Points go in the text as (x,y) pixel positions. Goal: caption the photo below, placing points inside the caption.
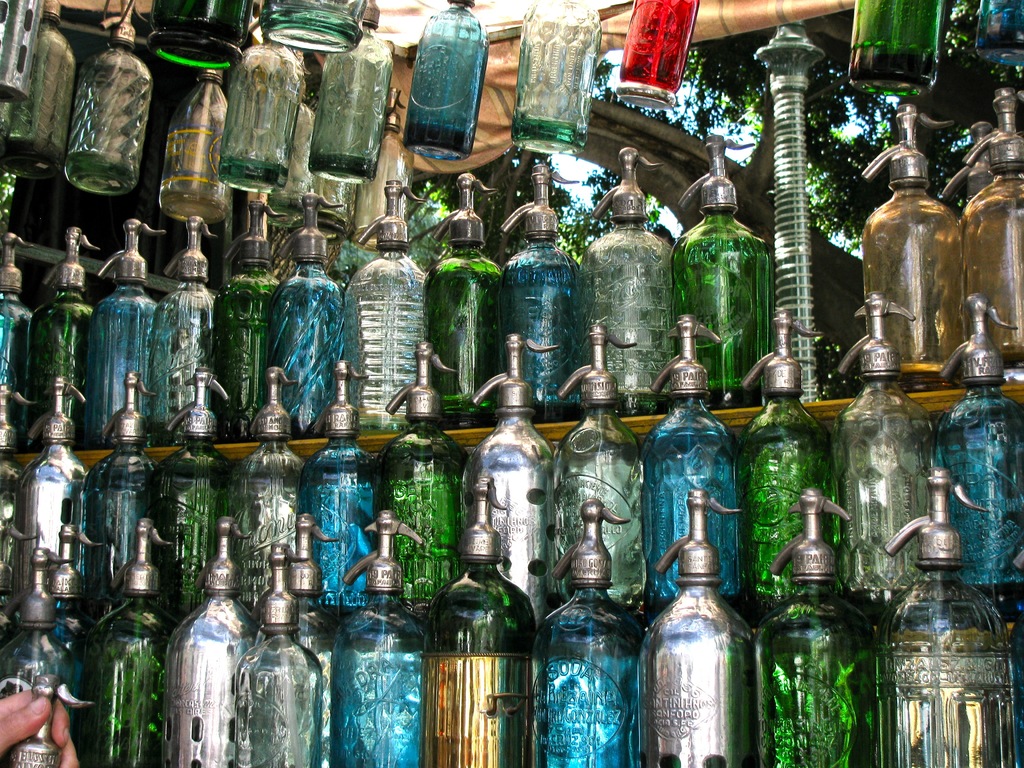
In this image I can see number of bottles (305,37). Here I can see a hand (1,703) of a person (74,766).
